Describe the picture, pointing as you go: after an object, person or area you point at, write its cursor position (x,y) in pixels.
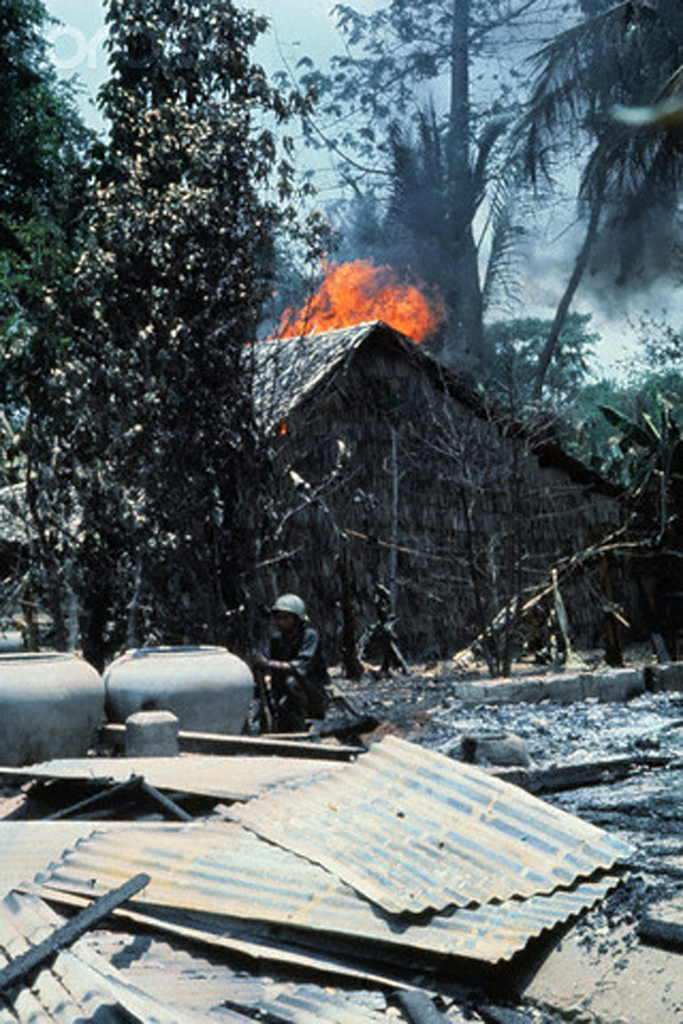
In this picture I can see the metal roofing sheet (336,850) in the foreground (364,911). I can see trees (255,635). I can see clouds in the sky (304,75). I can see a person (280,624) sitting on the surface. I can see the hut (386,478). I can see the fire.
